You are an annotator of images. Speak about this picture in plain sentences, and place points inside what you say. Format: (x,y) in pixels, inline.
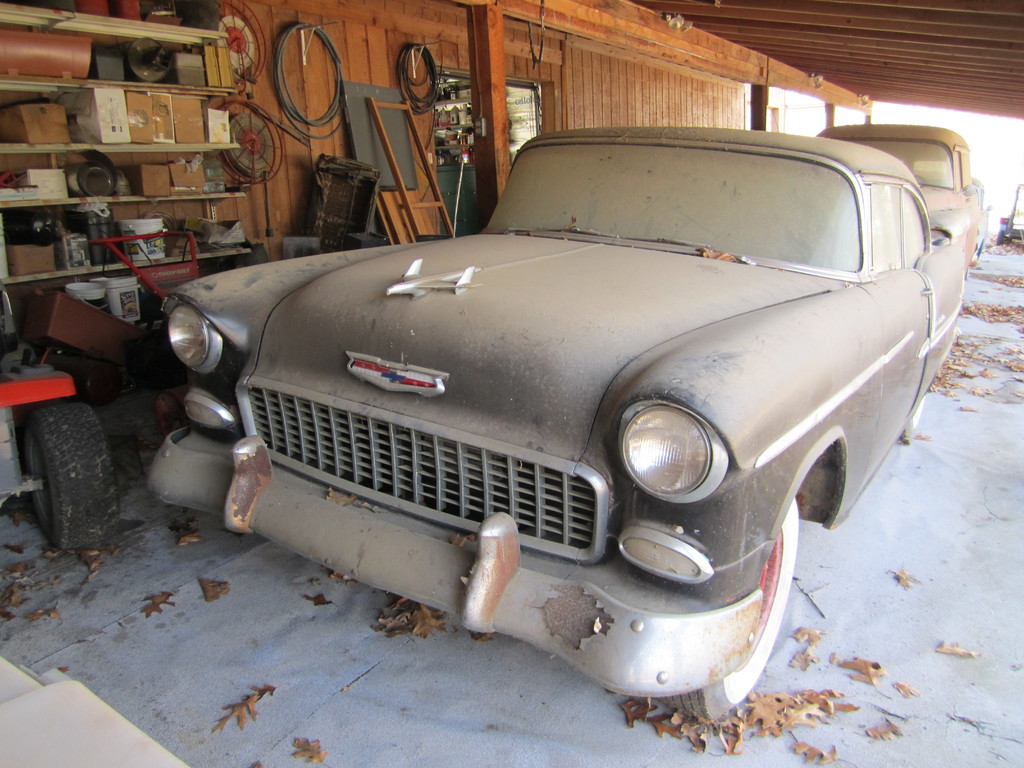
In this picture I can observe two cars (599,346) in the garage (510,82). On the left side (121,295) I can observe a shelf (138,261) in which some buckets (127,243) are placed. In the background (582,72) I can observe a wooden wall (582,87).
